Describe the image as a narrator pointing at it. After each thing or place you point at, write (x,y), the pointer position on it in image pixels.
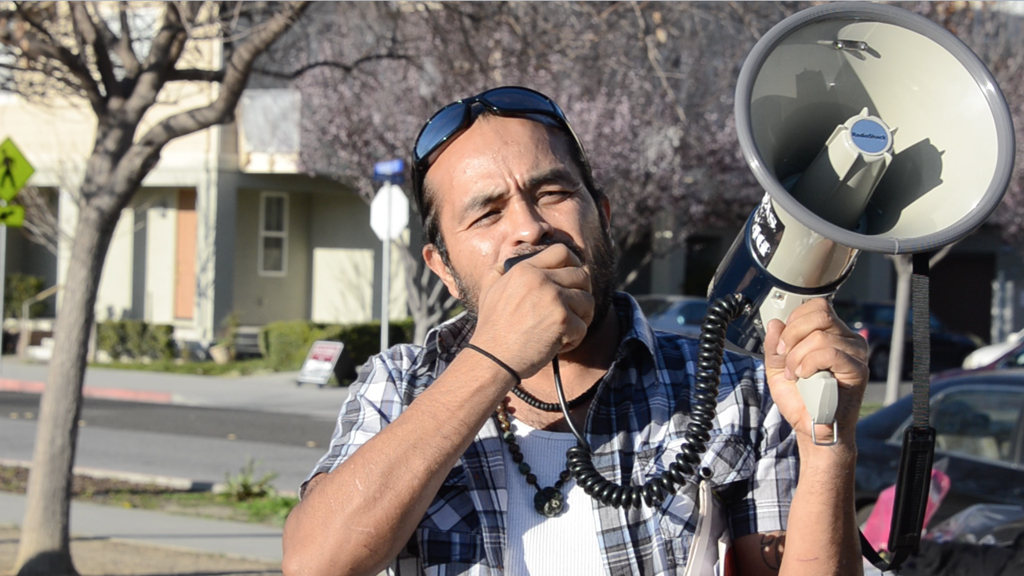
In this image we can see a man (616,471) holding a megaphone (685,444) in his hands (847,346) and speaking. In the background (36,124) we can see building (175,95) and trees (371,153).
